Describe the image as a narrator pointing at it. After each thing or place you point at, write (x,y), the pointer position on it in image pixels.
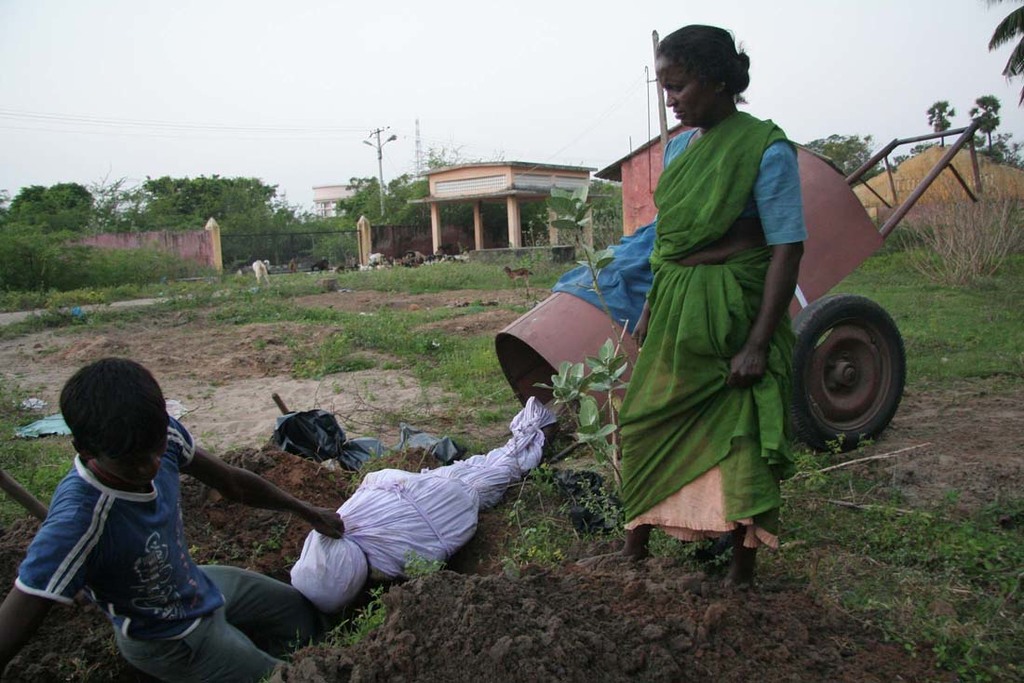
In this picture we can see there are two people (99,539) on the path (345,478) and behind the people (75,522) there is a cart (584,303), gate (298,254), wall (184,261), trees (386,202) and electric pole (382,181) with cables (360,133). Behind the trees (391,214) there is a sky (323,161).
